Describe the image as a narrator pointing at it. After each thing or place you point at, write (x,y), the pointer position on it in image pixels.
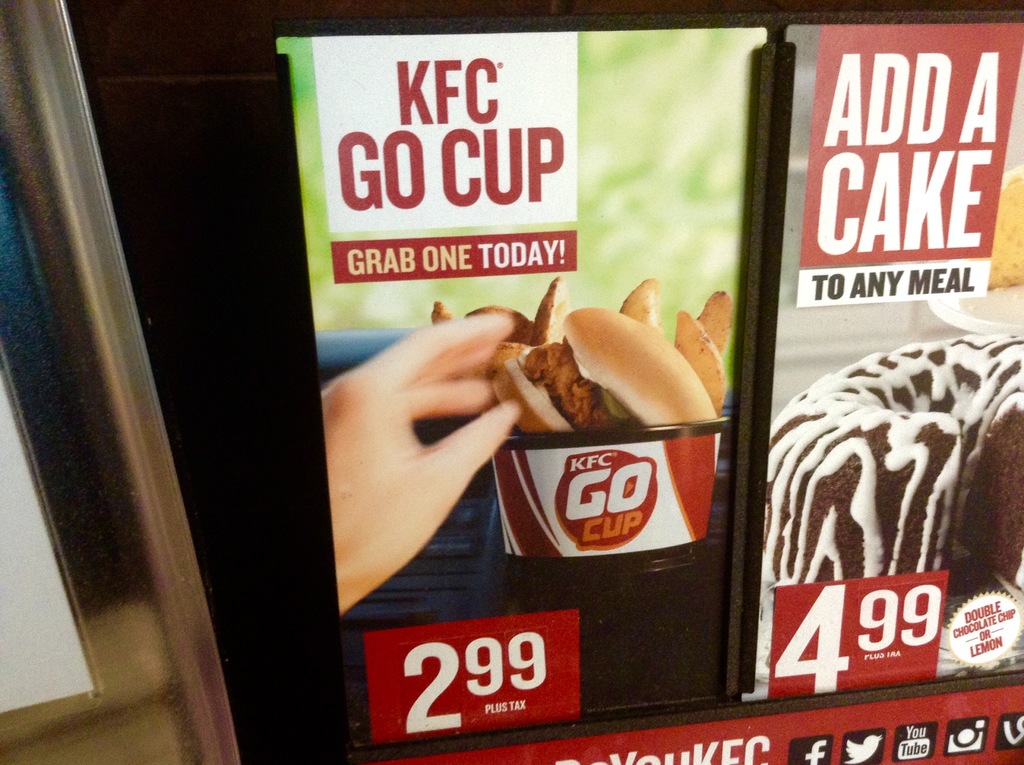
In this picture we can see posters (515,546), pole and in these posters (581,531) we can see some person hand (359,381), food items (944,499) and in the background (235,5) it is dark.
